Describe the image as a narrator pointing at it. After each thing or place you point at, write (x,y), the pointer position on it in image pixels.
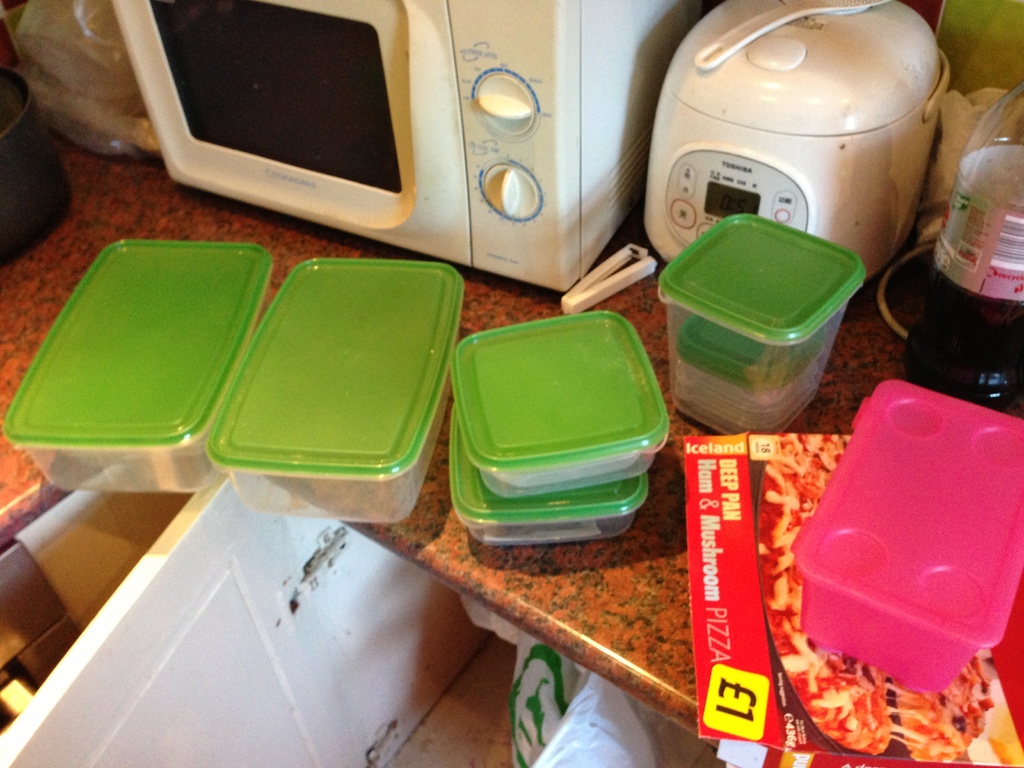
This image consists of so many boxes (364,443) in the middle (364,435). There is oven (459,6) at the top (460,245). There is bottle (963,318) on the right side (998,111).
